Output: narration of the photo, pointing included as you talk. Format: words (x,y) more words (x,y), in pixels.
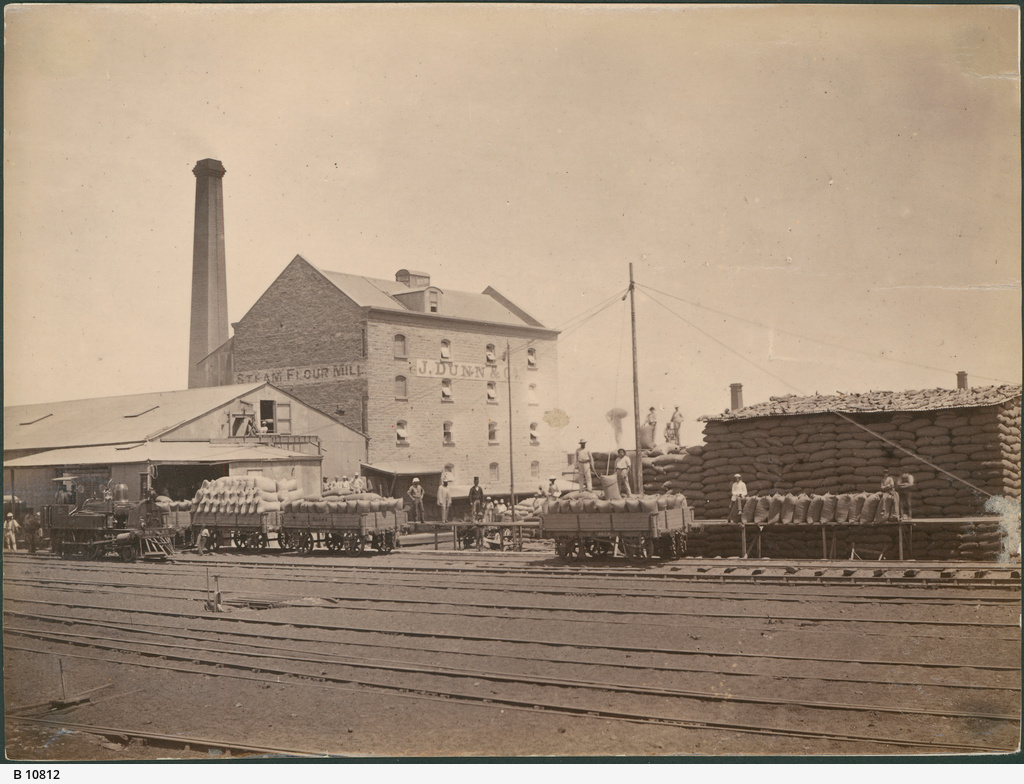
We can see sacks (360,508) in carts (598,523) and we can see people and bags (793,456). Background (357,380) we can see building (390,370), shed (160,451), pole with wires (664,294) and sky (627,318).
